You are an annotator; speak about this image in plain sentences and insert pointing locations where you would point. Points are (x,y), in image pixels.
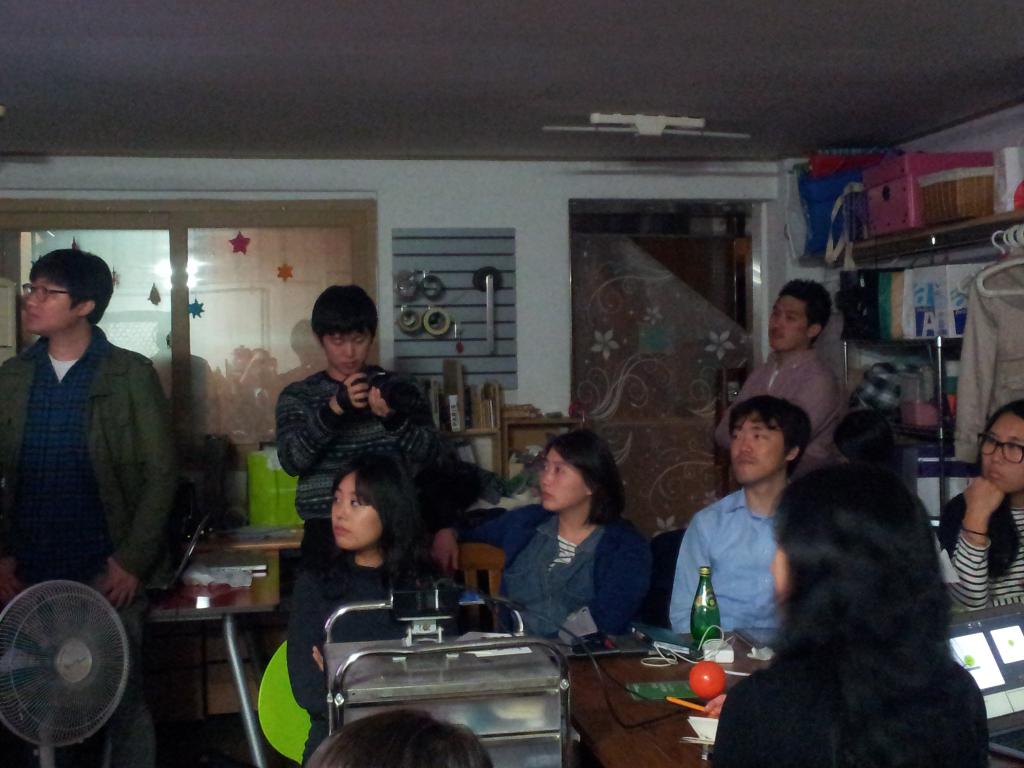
In this picture we can see three persons (132,474) are standing and some people (684,583) are sitting on chairs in front of a table (670,749), there is a bottle (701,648), a wire (696,663), a laptop (1003,697), a ball (716,670) and some things (663,688) present on the table (649,672), a person (360,435) in the middle (377,429) is holding a camera (349,406), on the right side (961,251) we can see a shelf (943,248), there are some boxes (931,287) present on the shelf (1006,228), in the background (286,321) there is a glass window (250,270), at the left bottom (102,661) we can see a table fan (92,675), we can also see a table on the left side (199,592), we can see a rack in the middle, there are some books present on the rack (496,436).
